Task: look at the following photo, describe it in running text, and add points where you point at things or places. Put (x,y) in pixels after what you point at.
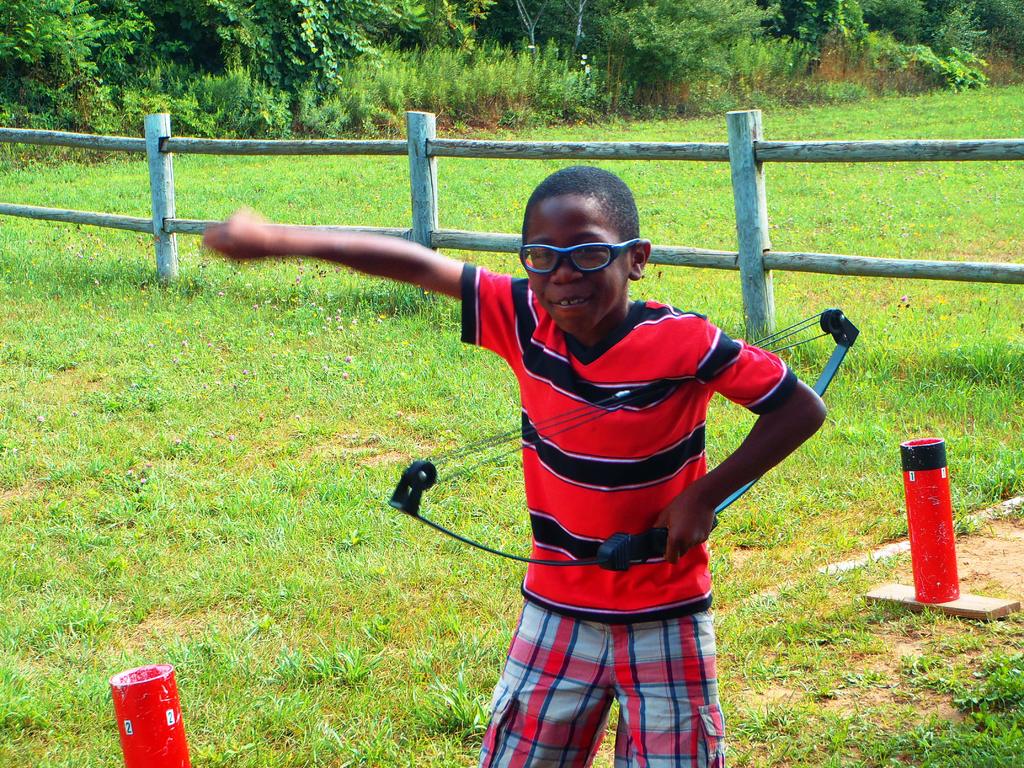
In front of the image there is a person (538,540) holding some object (853,343). At the bottom of the image (947,549) there are some objects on the grass (315,450). There is a wooden fence (520,237). In the background of the image (724,64) there are trees (695,8).
